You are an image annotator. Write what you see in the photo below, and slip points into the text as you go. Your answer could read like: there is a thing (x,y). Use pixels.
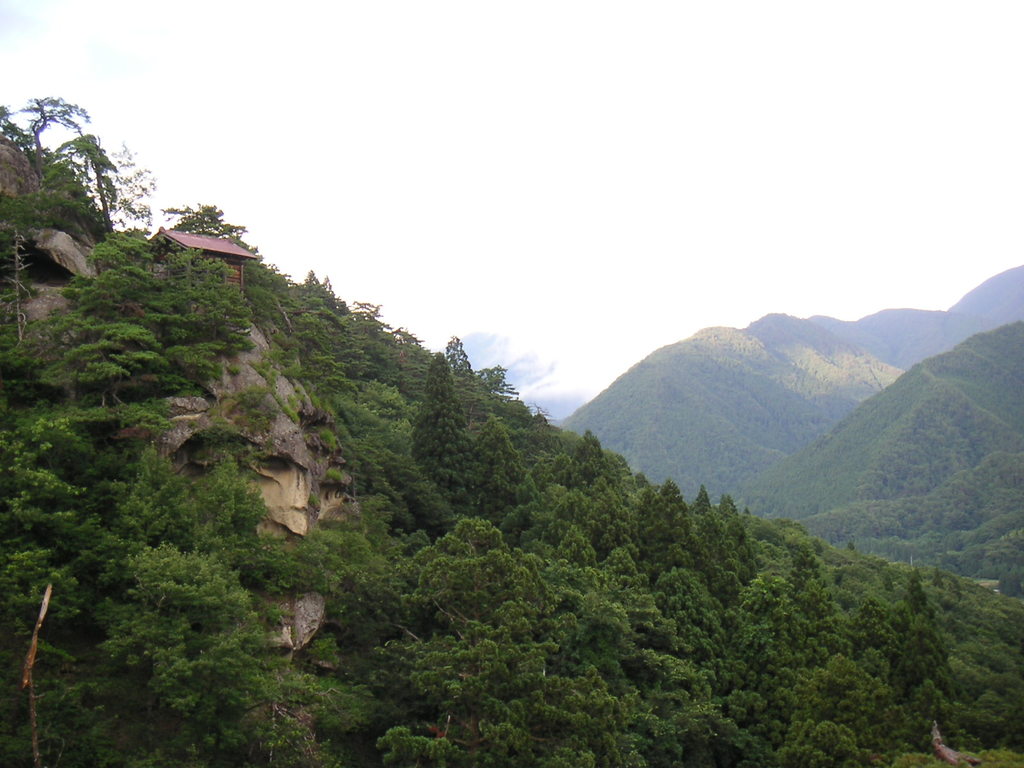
In this picture I can see trees (483,372), mountains (715,474) and the sky (545,227).
